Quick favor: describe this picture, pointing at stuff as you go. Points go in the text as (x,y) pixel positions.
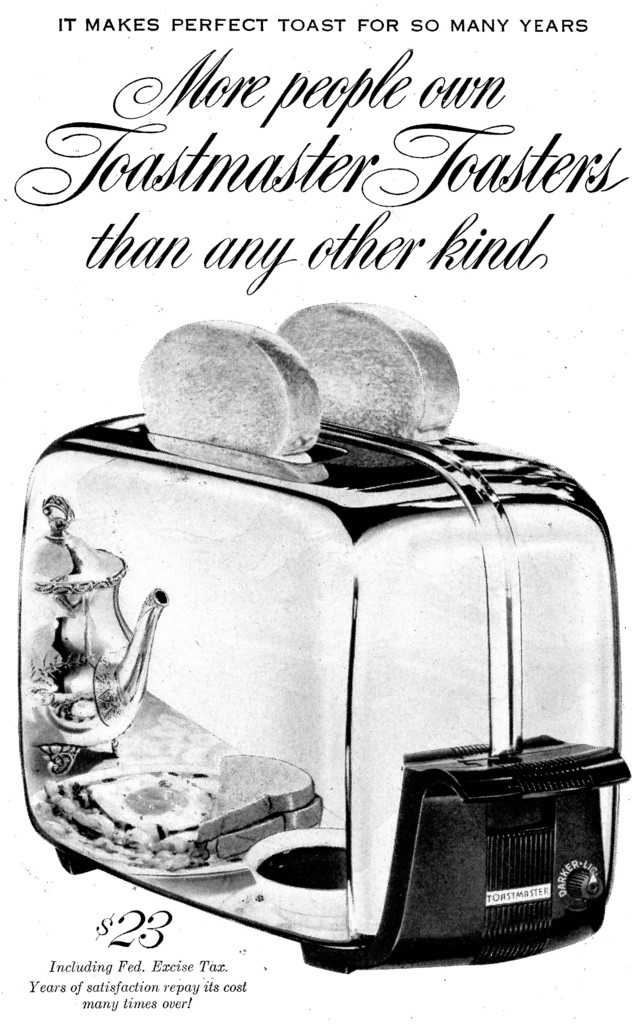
In this picture we can see a poster (225,52). We can see some information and a bread toaster (598,907).
